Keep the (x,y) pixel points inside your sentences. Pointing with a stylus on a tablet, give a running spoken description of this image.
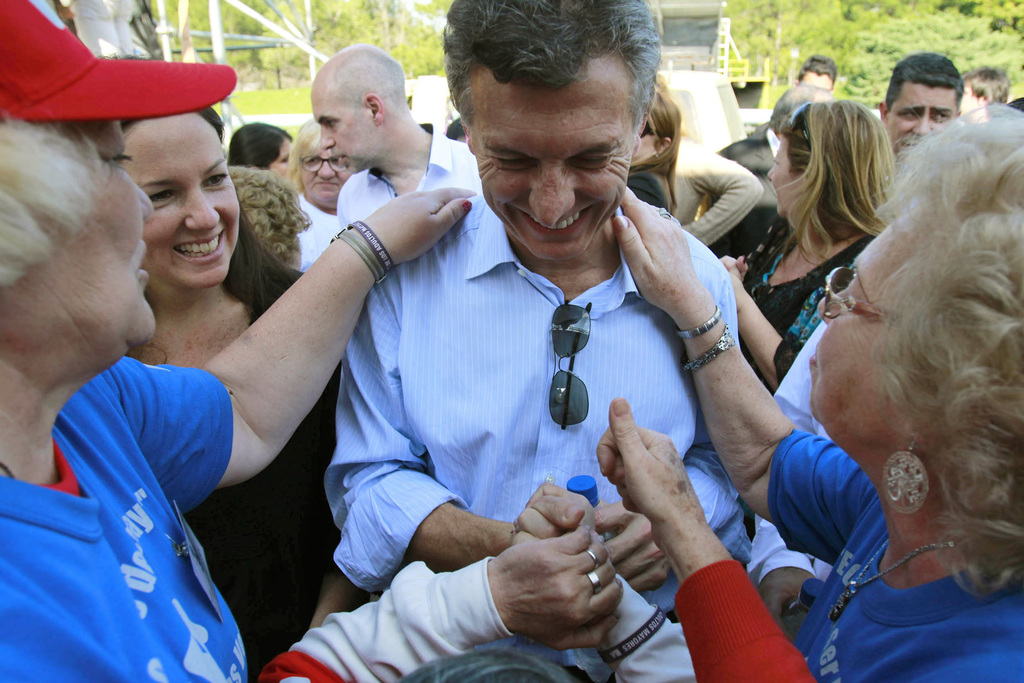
In the middle of the image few people (645,591) are standing and smiling. Behind them there are some trees (252,80) and poles (169,40).
